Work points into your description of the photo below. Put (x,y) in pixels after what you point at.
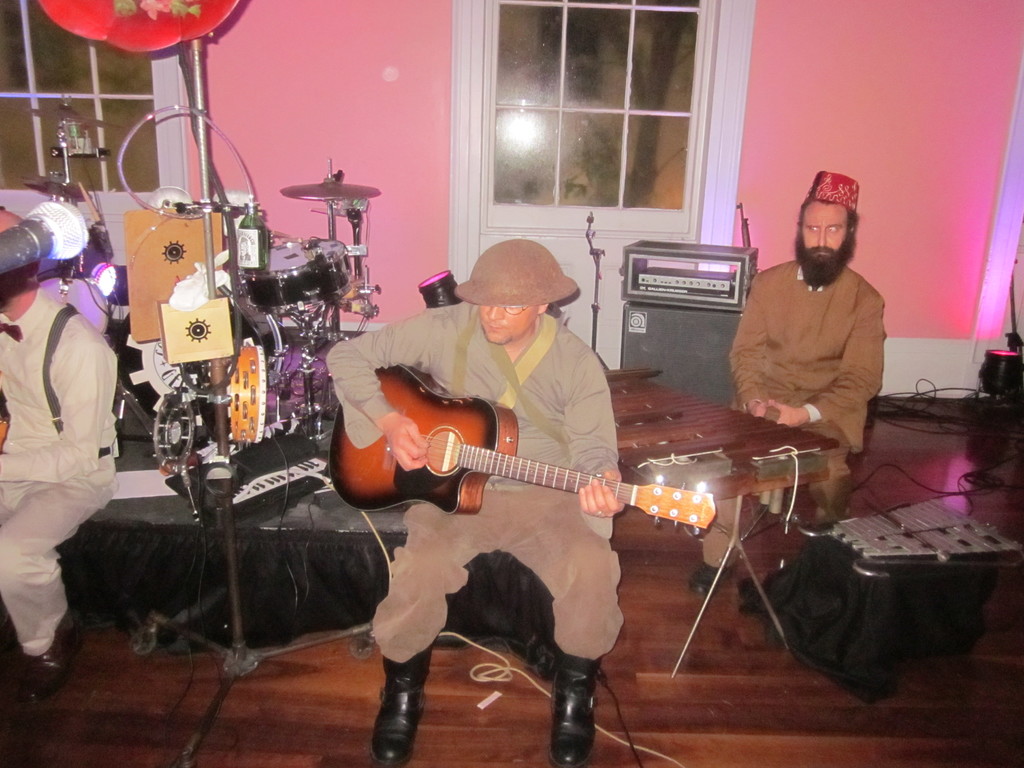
In this picture we can see a man (540,369) who is playing guitar (618,486). These are some musical instruments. Here we can see two persons (27,593) are sitting on the chairs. This is floor (159,724). On the background (408,131) there is a wall (438,40) and this is window (512,144).
